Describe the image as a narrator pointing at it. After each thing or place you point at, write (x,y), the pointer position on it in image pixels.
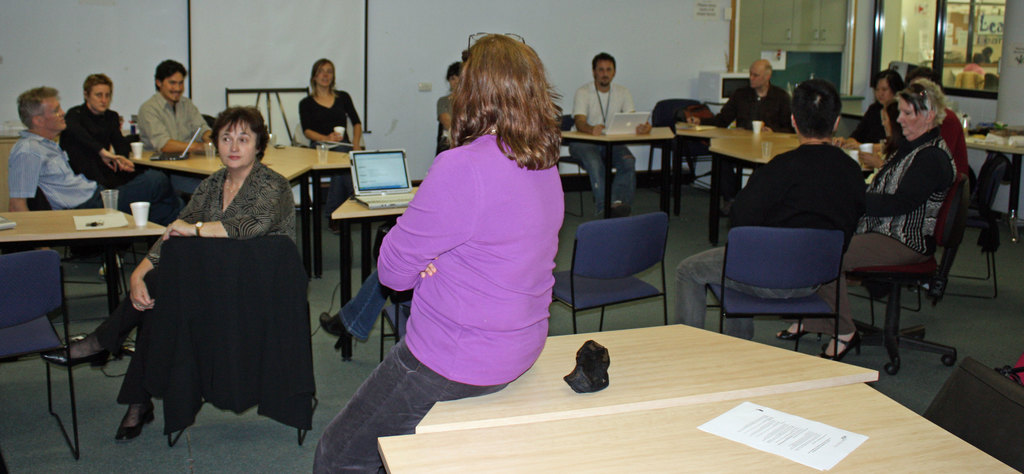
In this image there are group of people (594,126) who are sitting and in front of them there are tables (54,221) on the table (39,218) there are glasses (111,190), cups (139,221) and laptops (365,191) are there and in the middle of the image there are two tables (690,413) on that table (664,382) there is one paper (775,432) and in the top of the image (71,30) there is one wall (127,77) and on the top of the right corner (981,53) there is one window (989,42).
